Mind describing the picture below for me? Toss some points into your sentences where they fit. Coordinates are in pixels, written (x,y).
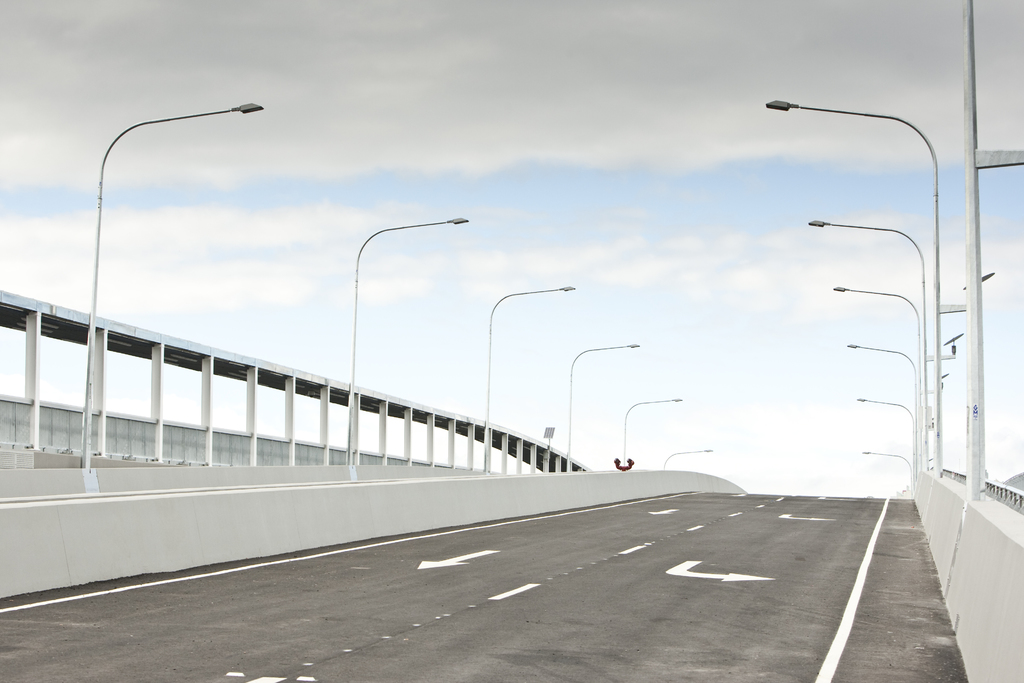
On the right (1013,560) there are street lights (936,176), wall (957,496), poles (977,365) and railing (1018,499). In the middle of the picture (410,416) we can see street lights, railing (522,447), road (442,635) and wall (456,480). On the left (22,426) we can see street lights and railing (10,404). At the top (546,168) it is sky (679,118). The sky (680,199) is cloudy.
